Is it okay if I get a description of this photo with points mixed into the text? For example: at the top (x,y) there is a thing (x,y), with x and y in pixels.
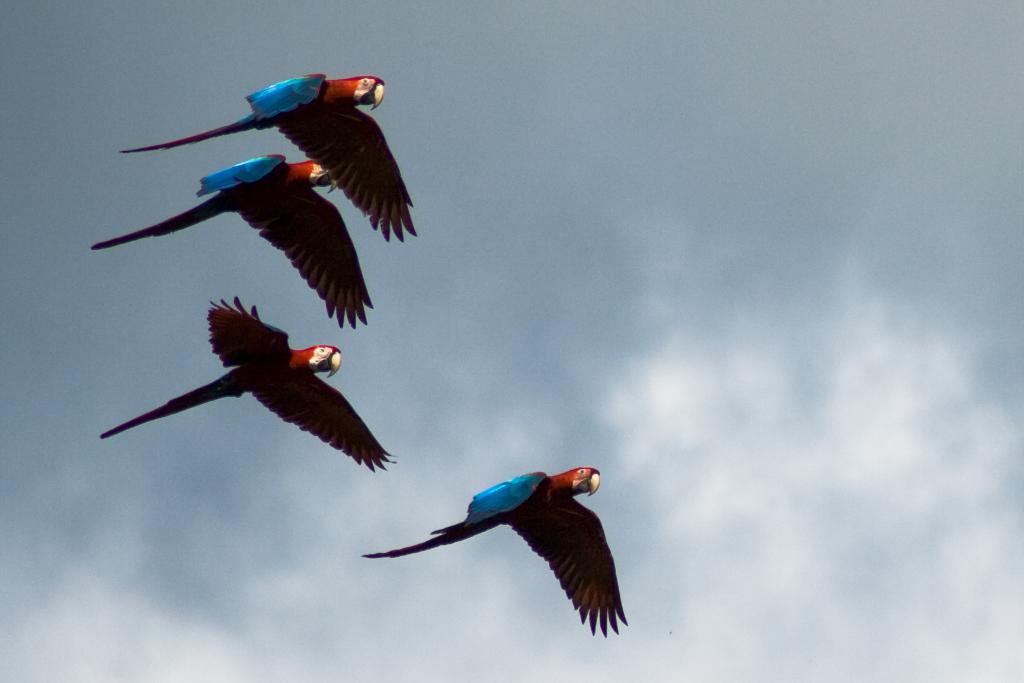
In this picture we can see birds (266,231) flying in the air (677,173) and we can see sky (538,400) with clouds (754,565).
